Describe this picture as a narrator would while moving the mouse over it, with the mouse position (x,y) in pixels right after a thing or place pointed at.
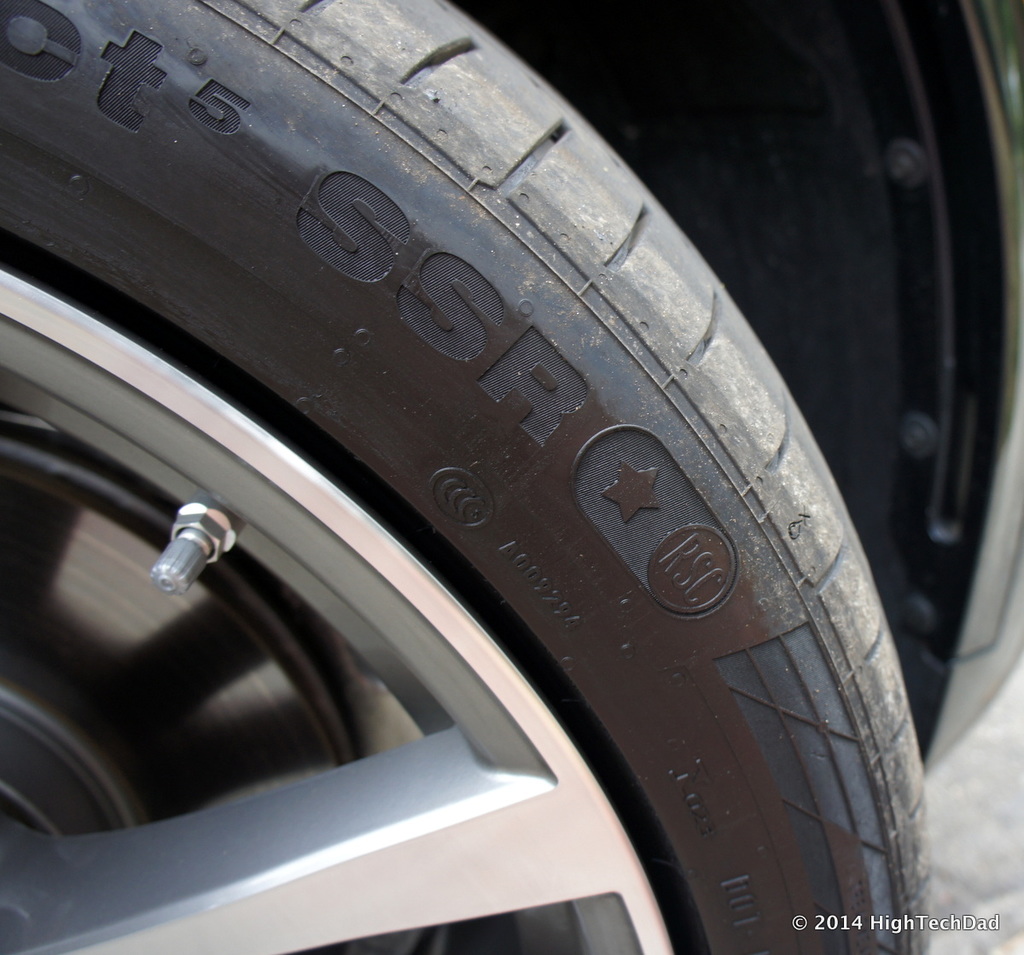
In this picture we can see a tyre (252,204) to a vehicle (912,336) and on the left side of the tyre (498,525) there is a screw (198,541) and a disk brake (235,739). On the image there is a watermark (936,927).
